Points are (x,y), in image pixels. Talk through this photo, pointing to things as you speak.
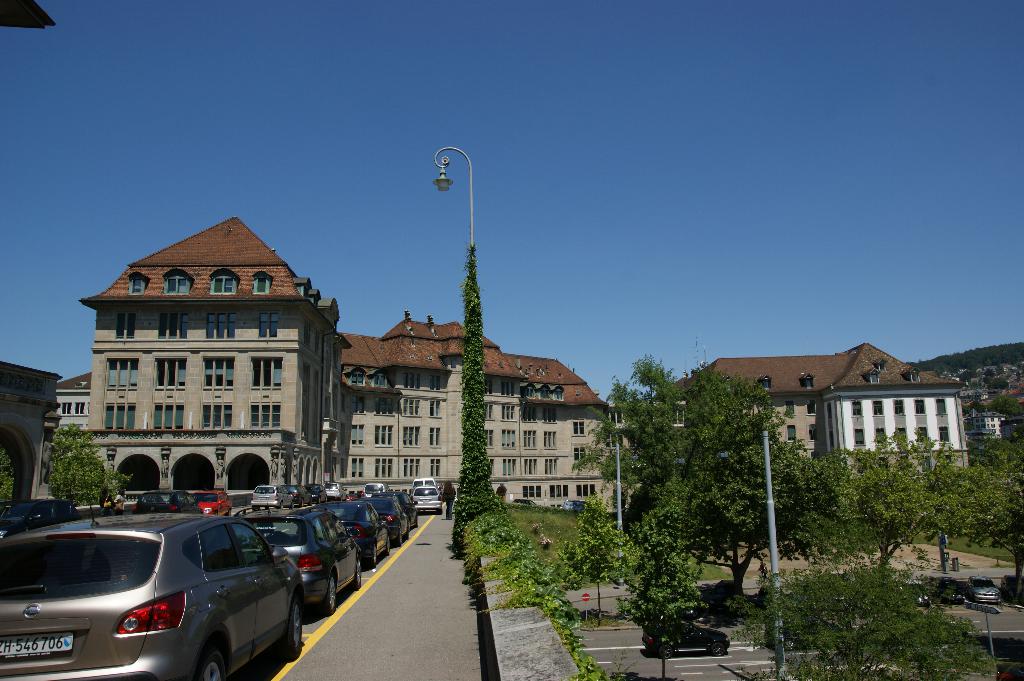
This is an outside view. At the bottom (280,551) there are many cars (179,580) on the road (386,605) and also I can see many trees (833,547). In the background (963,427) there are buildings (530,431). In the middle of the image (467,320) there is a light pole (472,184) beside the road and there is a creeper plant (494,537). Here I can see few people (445,491) walking beside the road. At the top of the image (746,137) I can see the sky (434,133) in blue color.
